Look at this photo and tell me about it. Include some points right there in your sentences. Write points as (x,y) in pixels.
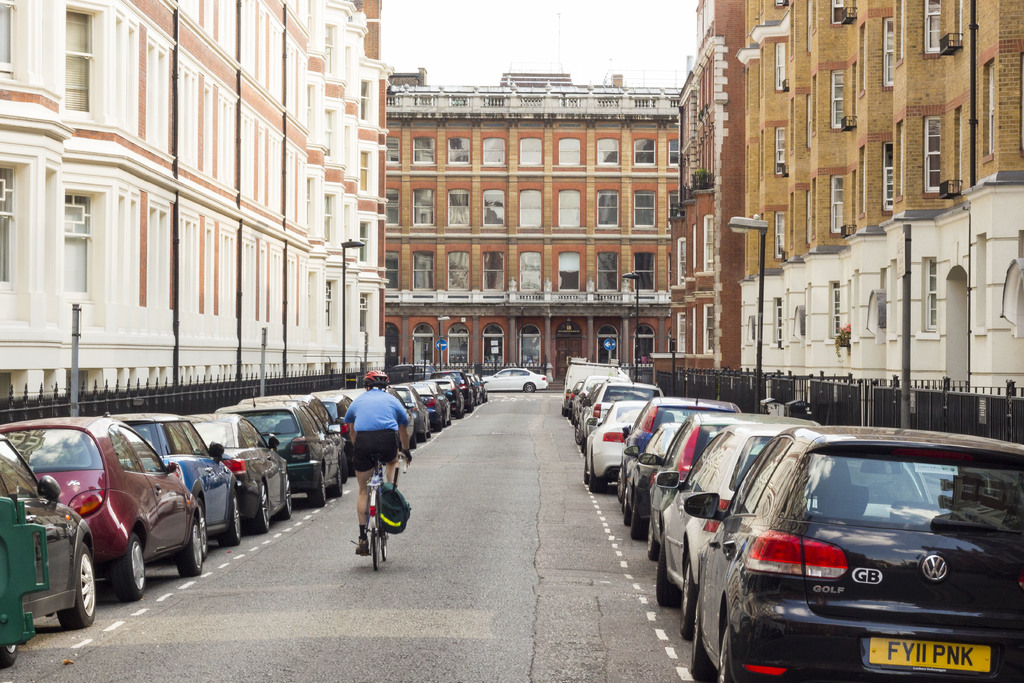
There is a person (390,463) riding bicycle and wore helmet (374,380). We can see buildings (211,147), lights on poles (342,379) and sky (459,23).
